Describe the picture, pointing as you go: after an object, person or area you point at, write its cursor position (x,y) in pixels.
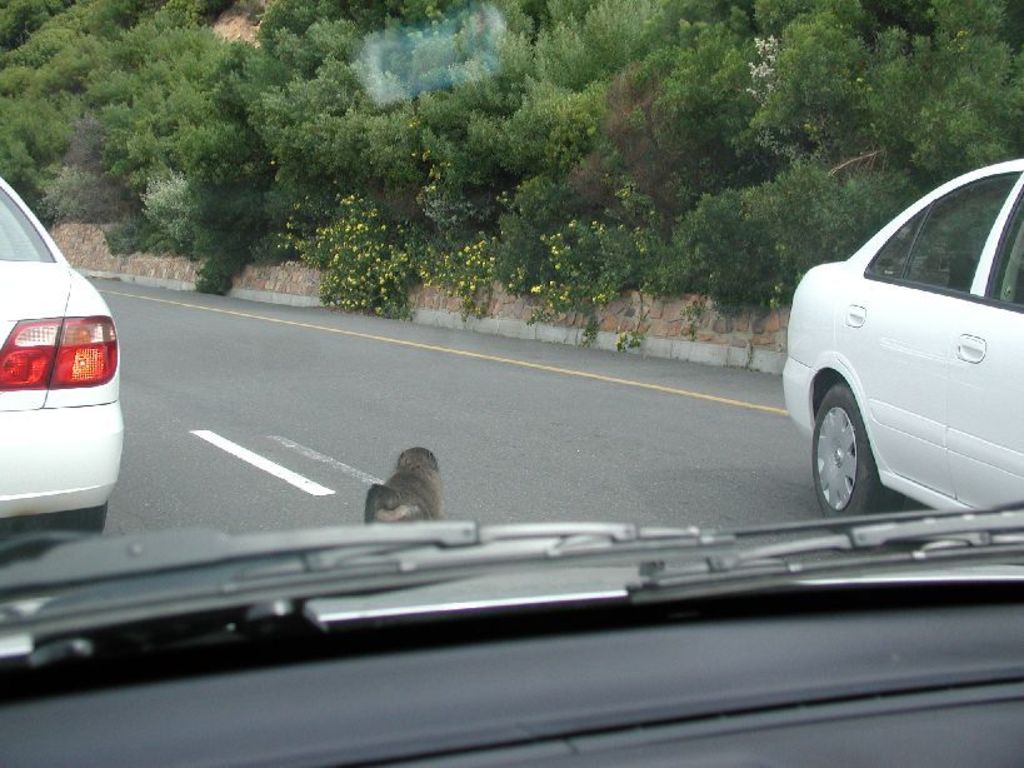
In this image, we can see cars (905,330) on the road (272,355). There are some plants (512,134) on the hill (418,250) which is at the top of the image (545,78).
